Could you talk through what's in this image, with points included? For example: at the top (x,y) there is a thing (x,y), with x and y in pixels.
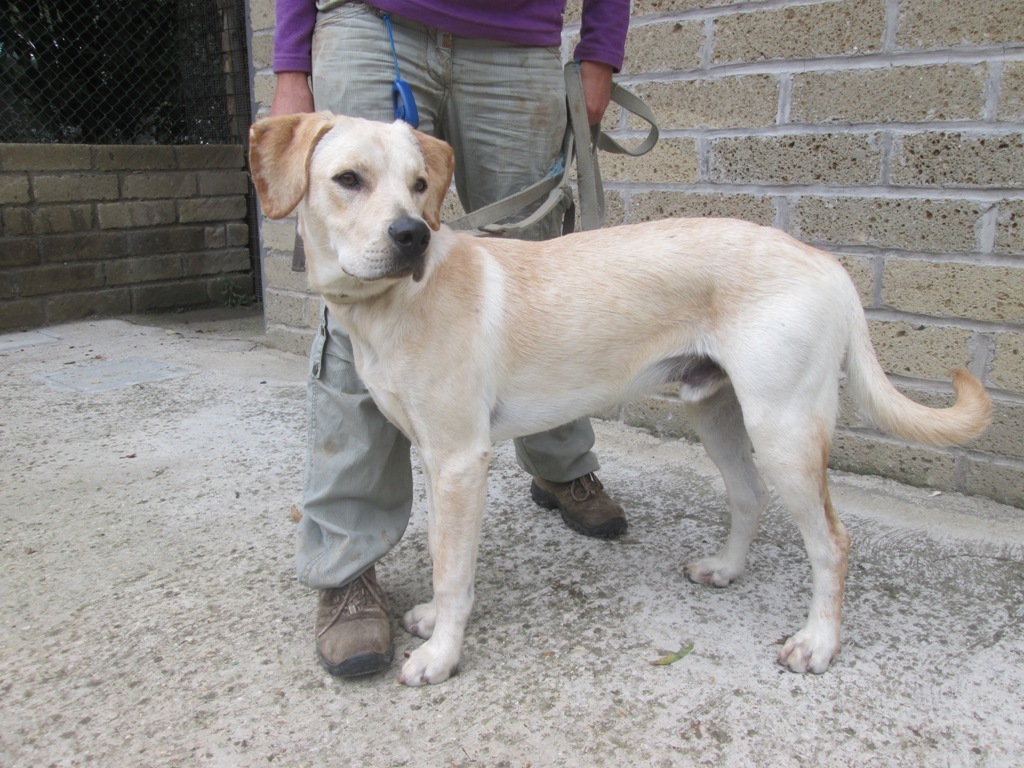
This image consists of a dog (567,394) in white color. At the bottom (305,679), there is a floor (588,682). Behind the dog (439,168), there is a man (456,125) standing. In the background (896,211), there is a wall (178,202).
